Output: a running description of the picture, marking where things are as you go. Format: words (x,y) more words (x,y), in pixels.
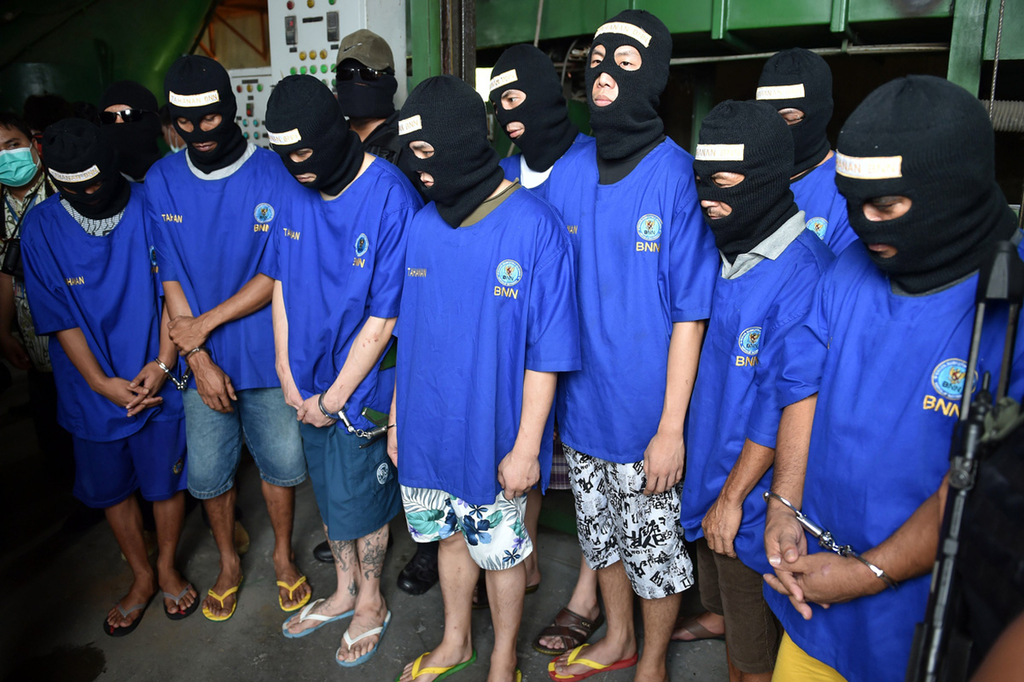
As we can see in the image there are group of people (649,225) wearing blue color t shirts (46,301) and masks (120,196) over their heads (112,182).
